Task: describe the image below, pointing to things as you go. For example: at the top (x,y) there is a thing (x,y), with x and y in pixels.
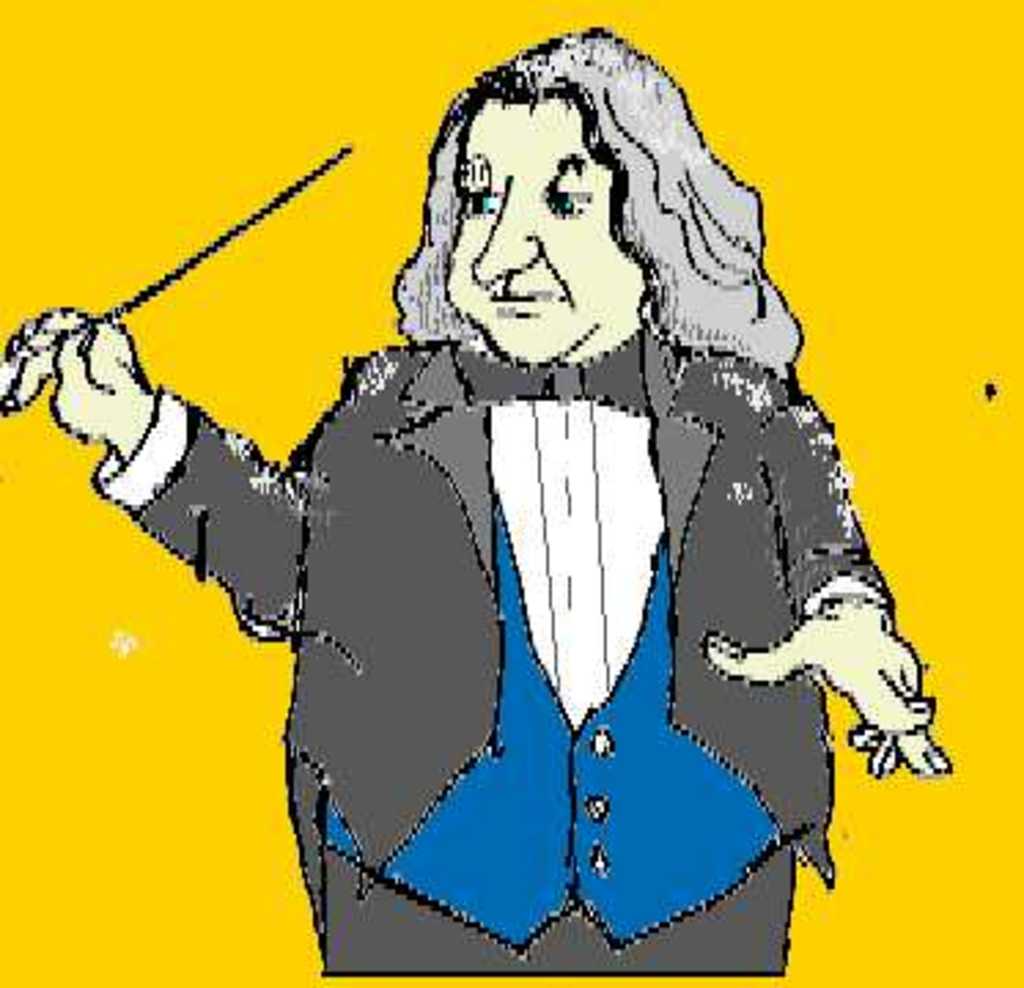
This is an edited and cartoon image, where the person (466,491) is standing in the center (605,537) holding a stick (170,281).
